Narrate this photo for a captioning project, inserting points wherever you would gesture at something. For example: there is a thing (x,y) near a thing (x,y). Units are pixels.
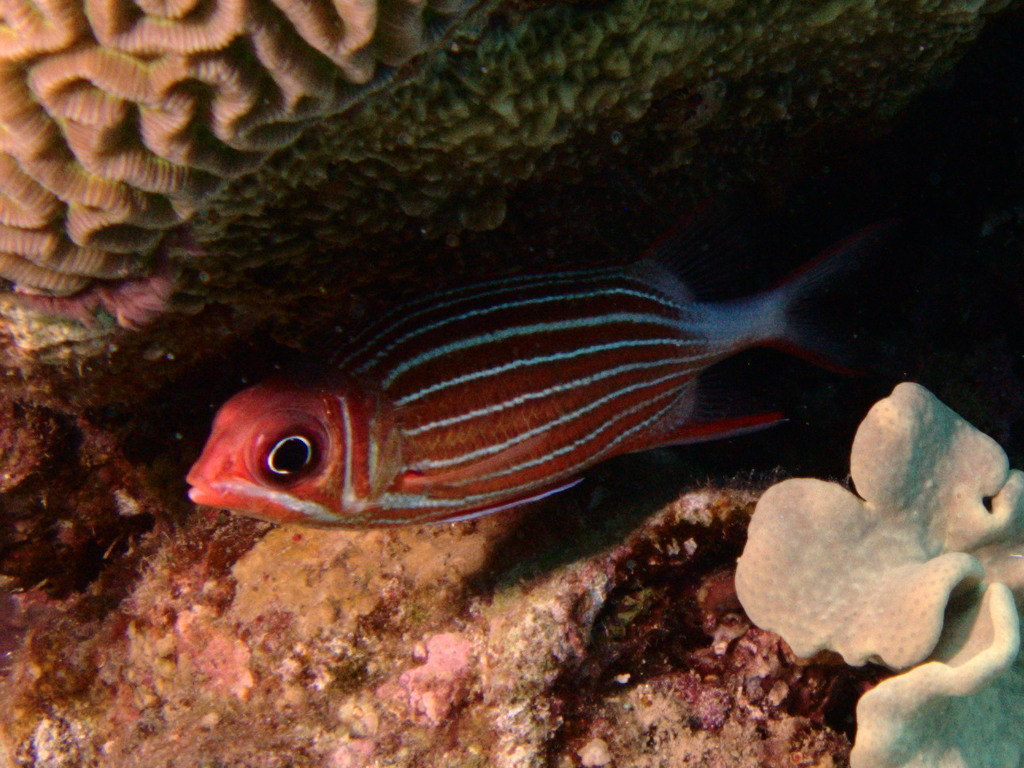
In the picture I can see a fish (461,467) in the water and some other things (332,563).
